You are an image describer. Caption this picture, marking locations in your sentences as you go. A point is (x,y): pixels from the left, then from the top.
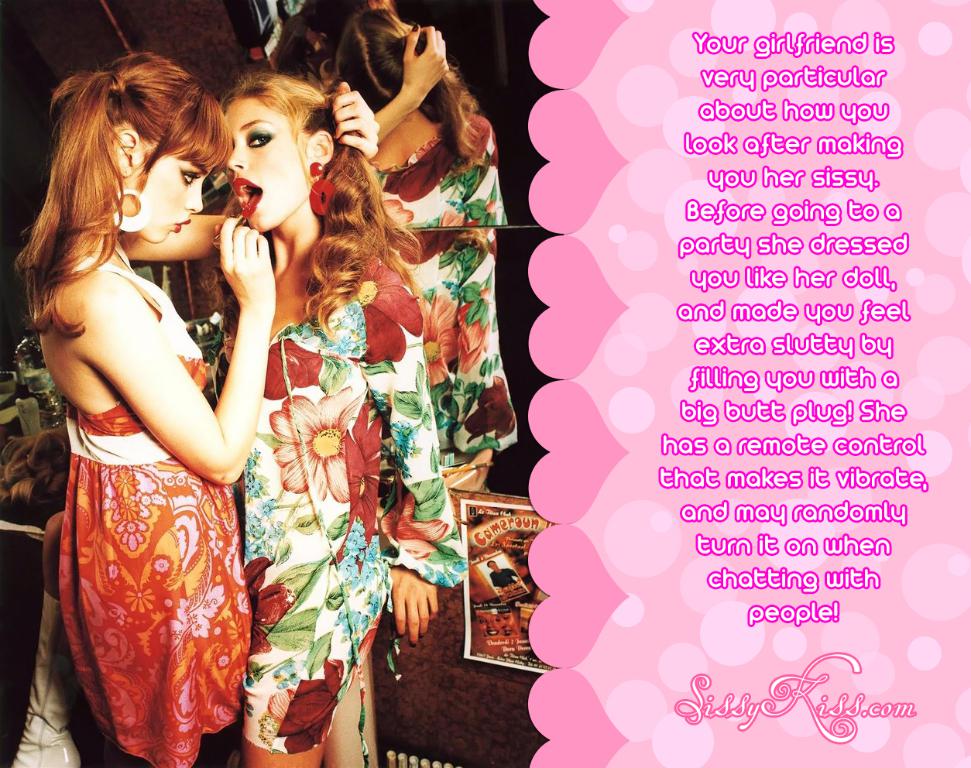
This is an edited image. In this image there are two girls (300,539), behind them there is a mirror (396,90) and we can see the reflection (441,159) of them, beside them there are few objects (45,429). On the right side (779,395) there is some text (766,107).
